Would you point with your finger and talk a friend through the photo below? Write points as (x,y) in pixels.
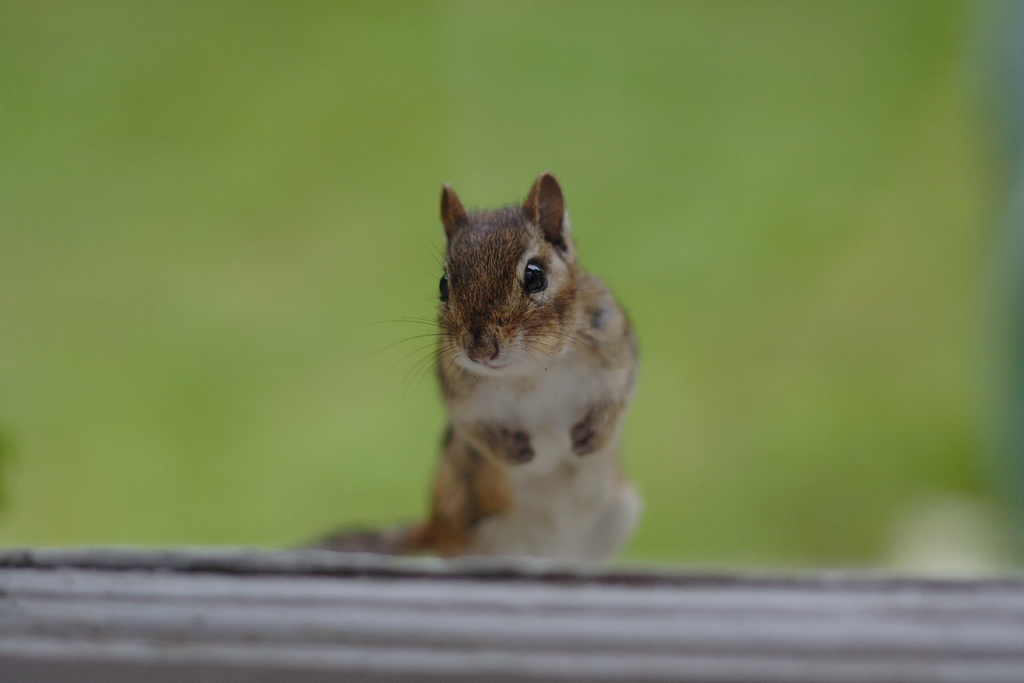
In this image we can see there is a chipmunk (521,464) on the surface (438,626). In the background (785,174) it is blur.
